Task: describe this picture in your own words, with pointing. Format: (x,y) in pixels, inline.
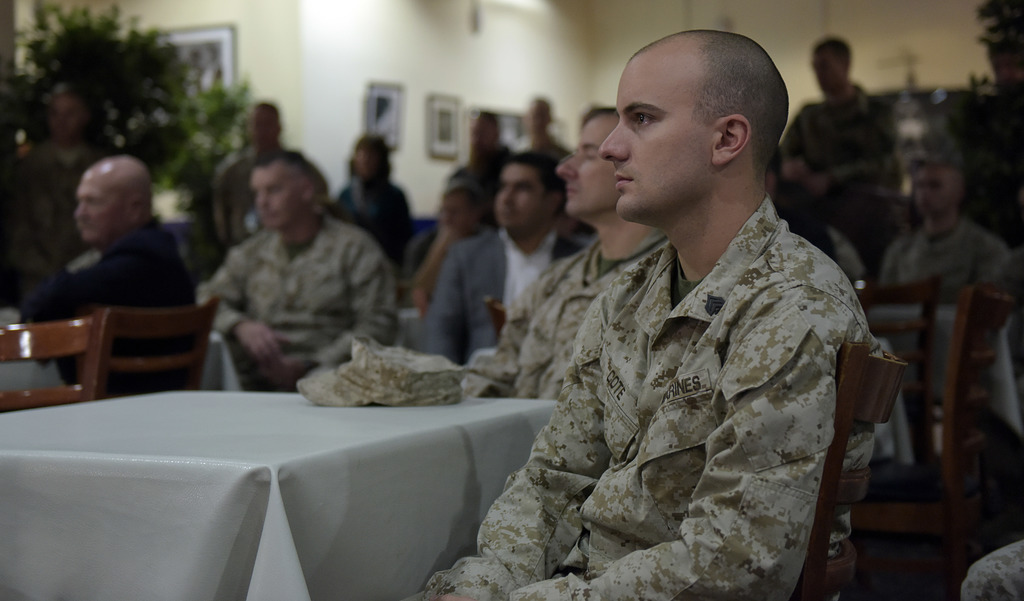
There are some people (659,322) sitting on the chairs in front of a tables (266,416) on which caps (372,377) were placed. Some of them was standing in the background (357,164). We can observe trees (142,96) and some photo frames (380,101) attached to the wall (402,69) in the background (380,117).
